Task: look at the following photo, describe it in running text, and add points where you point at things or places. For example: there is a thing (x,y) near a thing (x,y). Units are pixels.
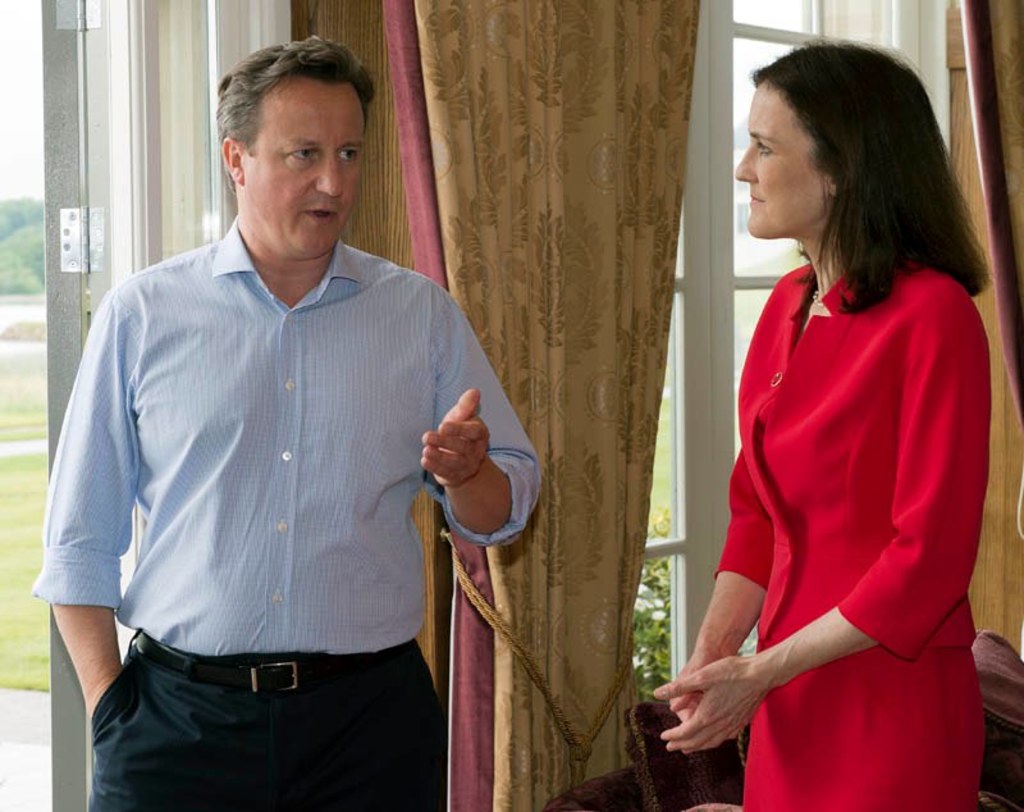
In this picture there is a man (362,144) and a woman (896,631) in the image and there are windows (657,494), curtain (434,69), and a door (61,139) in the background area of the image (56,193) and there is greenery (27,477) outside the window (175,227).
